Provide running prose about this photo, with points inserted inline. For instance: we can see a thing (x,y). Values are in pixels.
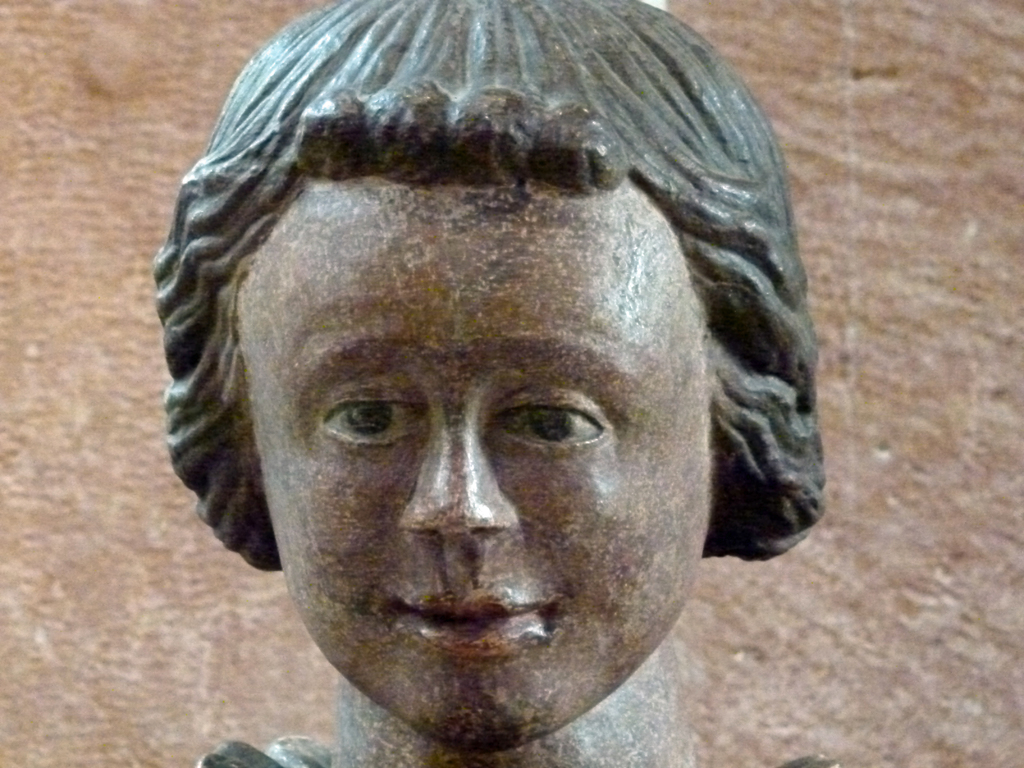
In this picture I can observe sculpture (388,328). It is a human head (407,275). The background (121,563) is in brown color.
